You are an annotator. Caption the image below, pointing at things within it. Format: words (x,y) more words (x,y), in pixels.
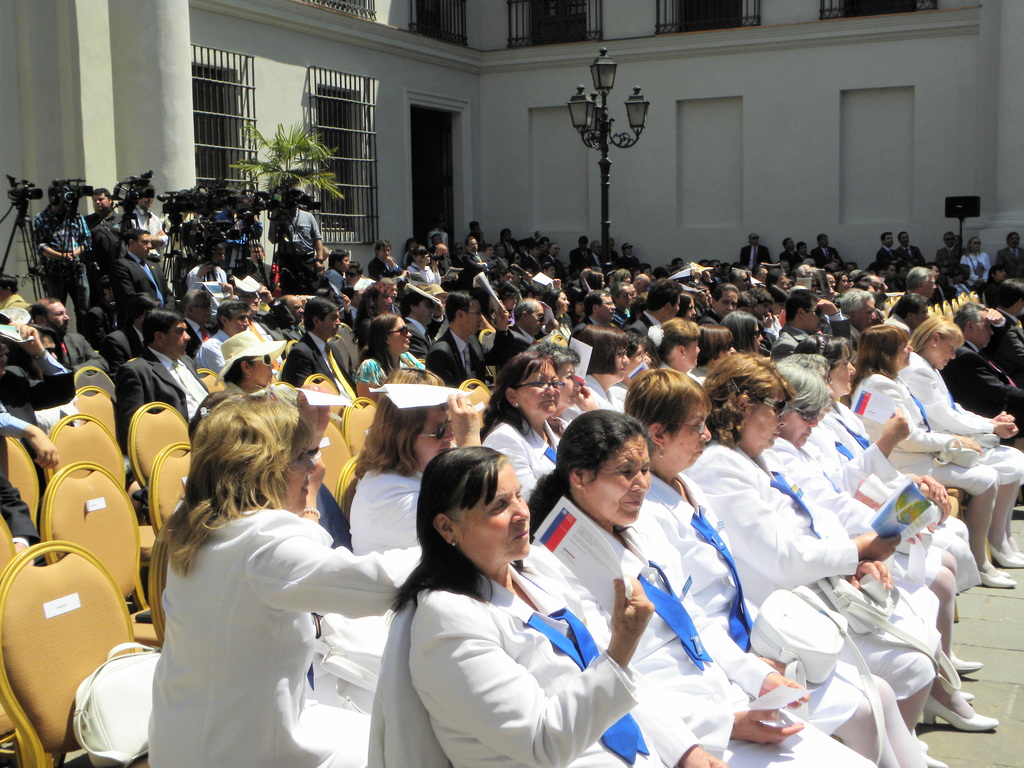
In this image we can see a group of people (604,496) sitting on the chairs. In that some are holding the papers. On the backside (43,216) we can see the cameras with stand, some people (225,248) standing, a building (417,156) with windows (339,86) and metal grills (355,75), a plant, a street lamp (597,149) and a speaker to a stand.
